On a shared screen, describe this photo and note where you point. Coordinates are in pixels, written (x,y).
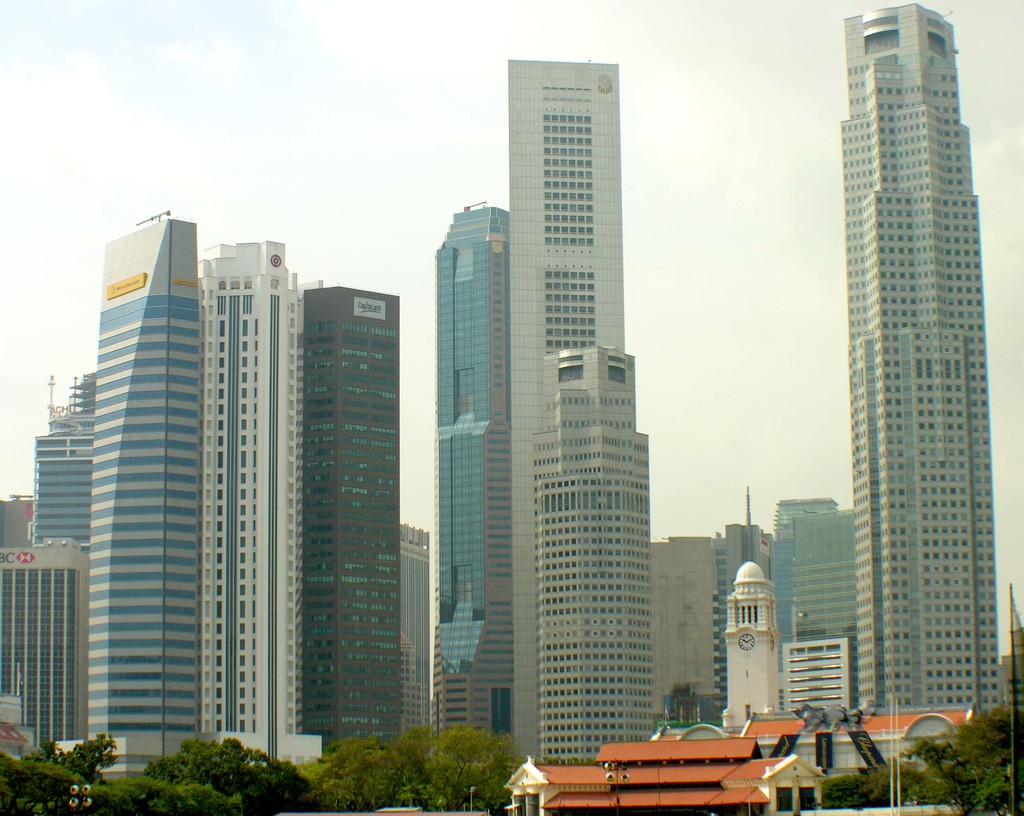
In this picture we can see buildings (762,769), trees (456,802), poles (1011,743), some objects (788,751) and in the background (200,153) we can see the sky (382,137).
